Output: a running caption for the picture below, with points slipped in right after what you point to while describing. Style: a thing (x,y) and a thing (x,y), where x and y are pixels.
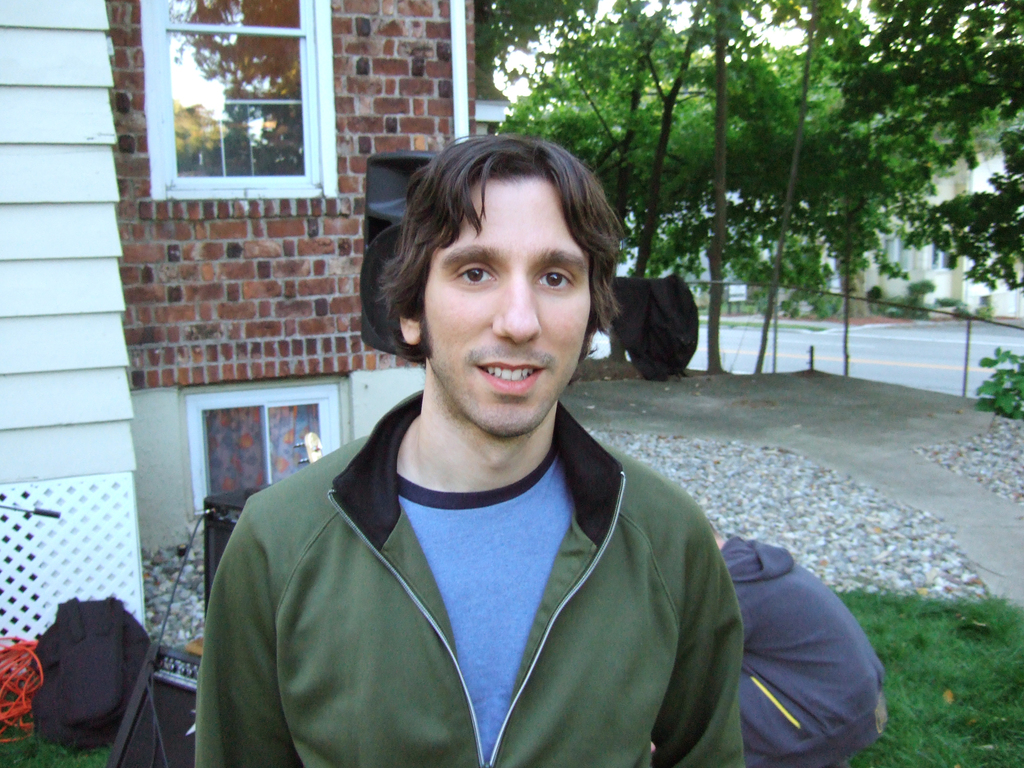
In the image I can see a person (501,449) wearing clothes (444,523). In the background (211,374), I can see the bags (105,621), wires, wall (284,307), window (308,177) and groups of trees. I can see a person (814,627) sitting. At the bottom of the image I can see the grass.
